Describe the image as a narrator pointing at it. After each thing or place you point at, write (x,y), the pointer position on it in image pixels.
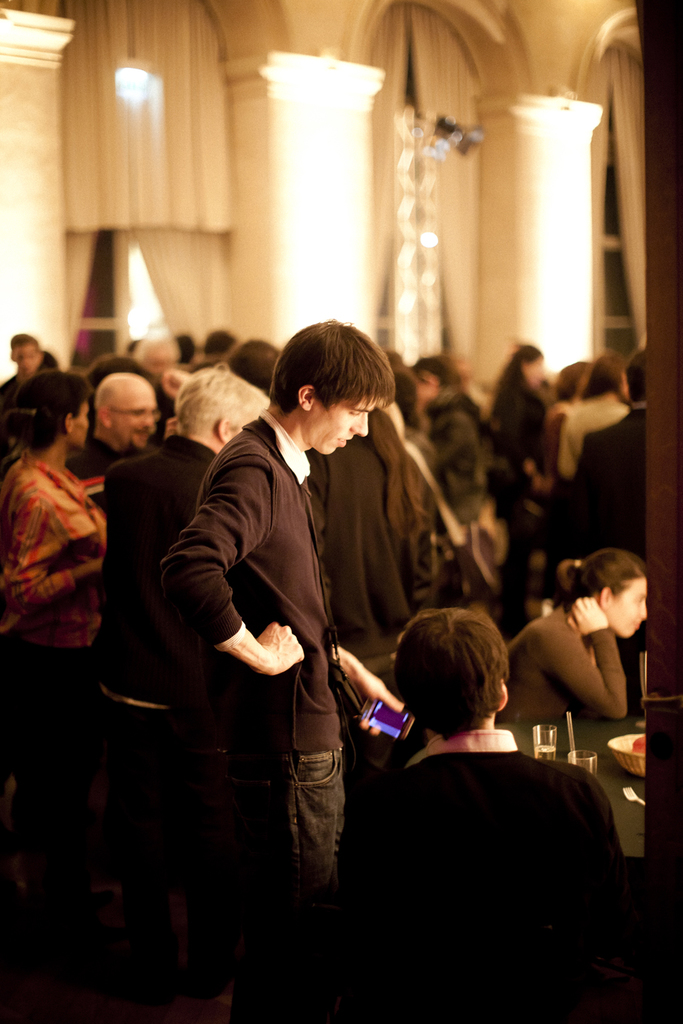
In this picture we can see some people (275,493) standing, on the right side (554,777) there are two persons (564,672) sitting in front of a table (618,824), we can see a bowl (636,767) and two glasses (570,759) present on the table (631,806), in the background (439,177) there are curtains (474,181), this man (308,623) is holding a mobile phone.
